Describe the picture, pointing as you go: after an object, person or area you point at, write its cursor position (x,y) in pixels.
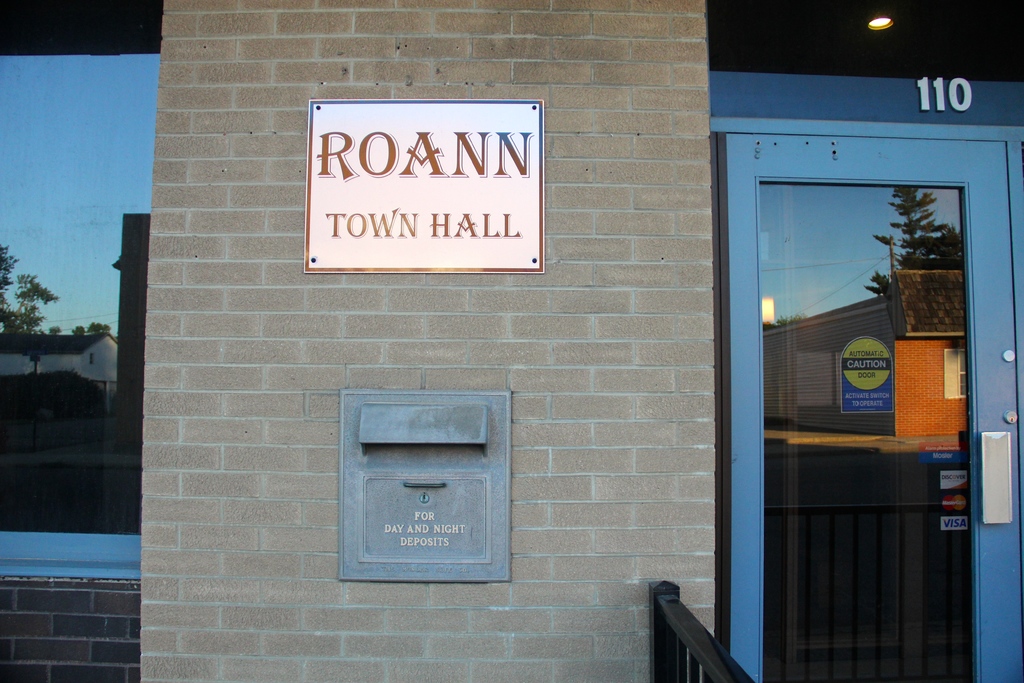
In the foreground of this image (657,382), there is a board (459,219) and a mail box (413,523) on the wall (235,479). On the left (87,435), there is a glass (59,358). On the right (939,265), there is a glass door (867,469). At the top (951,100), there is light (874,26) and few digits (942,83).
